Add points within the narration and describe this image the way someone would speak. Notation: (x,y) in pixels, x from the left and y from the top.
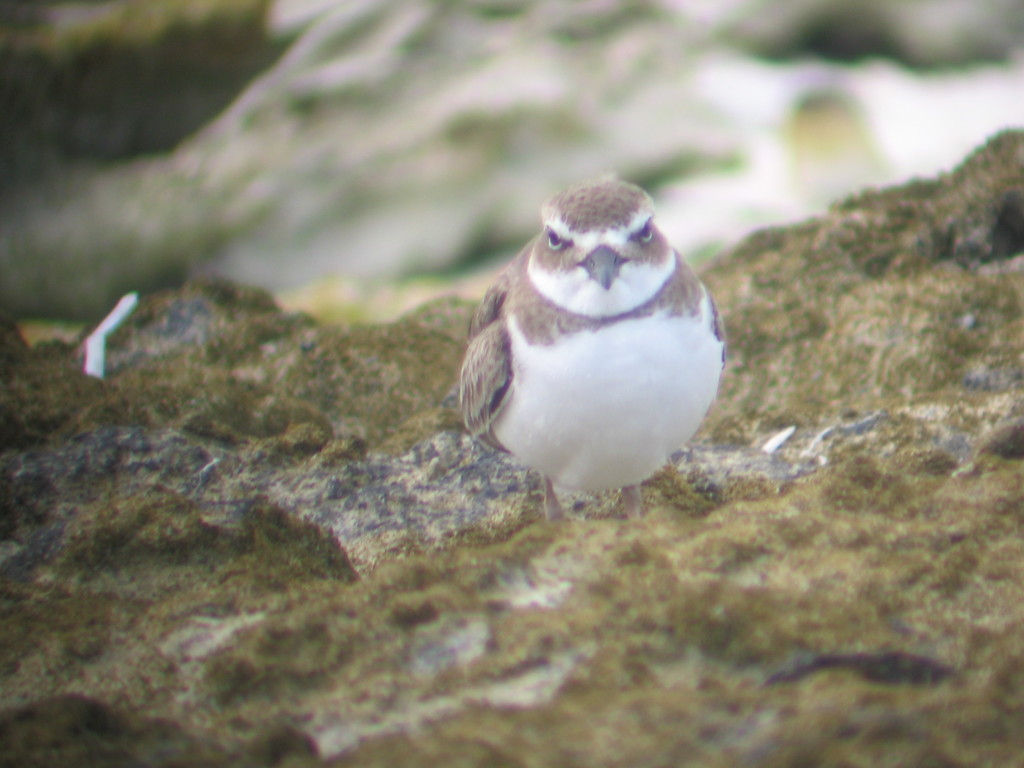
In this image in the center (598,429) there is a bird (536,325), at the bottom (254,579) there are some rocks (746,300) and there is a blurry background (807,97).
